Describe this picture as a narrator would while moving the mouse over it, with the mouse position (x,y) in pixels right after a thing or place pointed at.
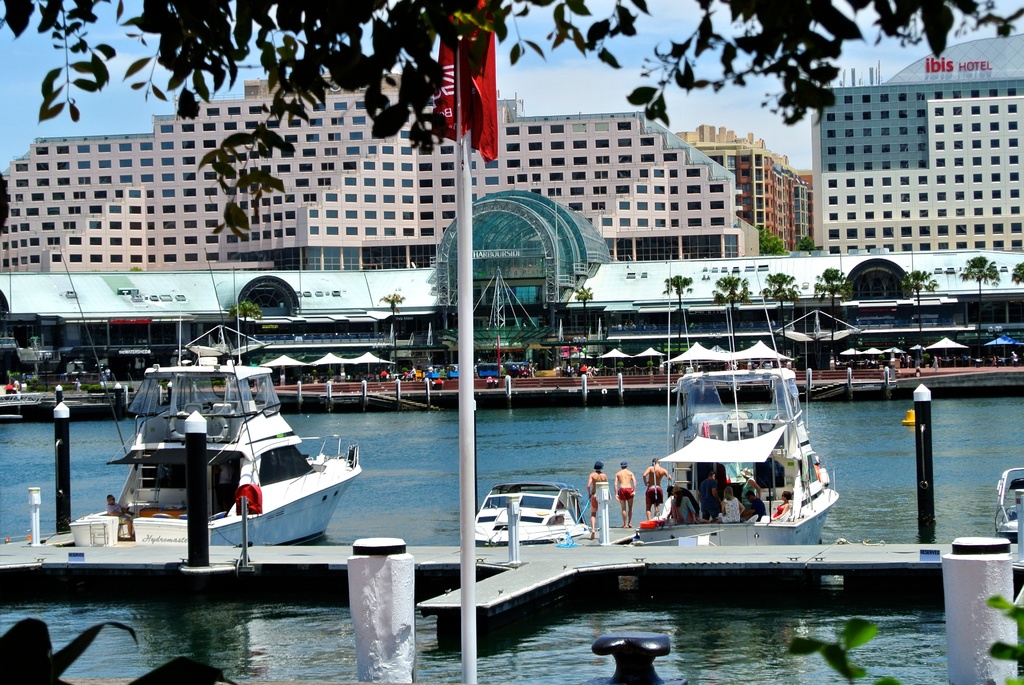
In this image there are buildings (611,190) and we can see people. There are tents (693,349). At the bottom (434,463) there is water (976,497) and we can see boats (98,536) on the water (1005,441). There is a board bridge (427,548) and we can see trees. There is a flag (477,69). In the background (713,78) there is sky (552,77).
